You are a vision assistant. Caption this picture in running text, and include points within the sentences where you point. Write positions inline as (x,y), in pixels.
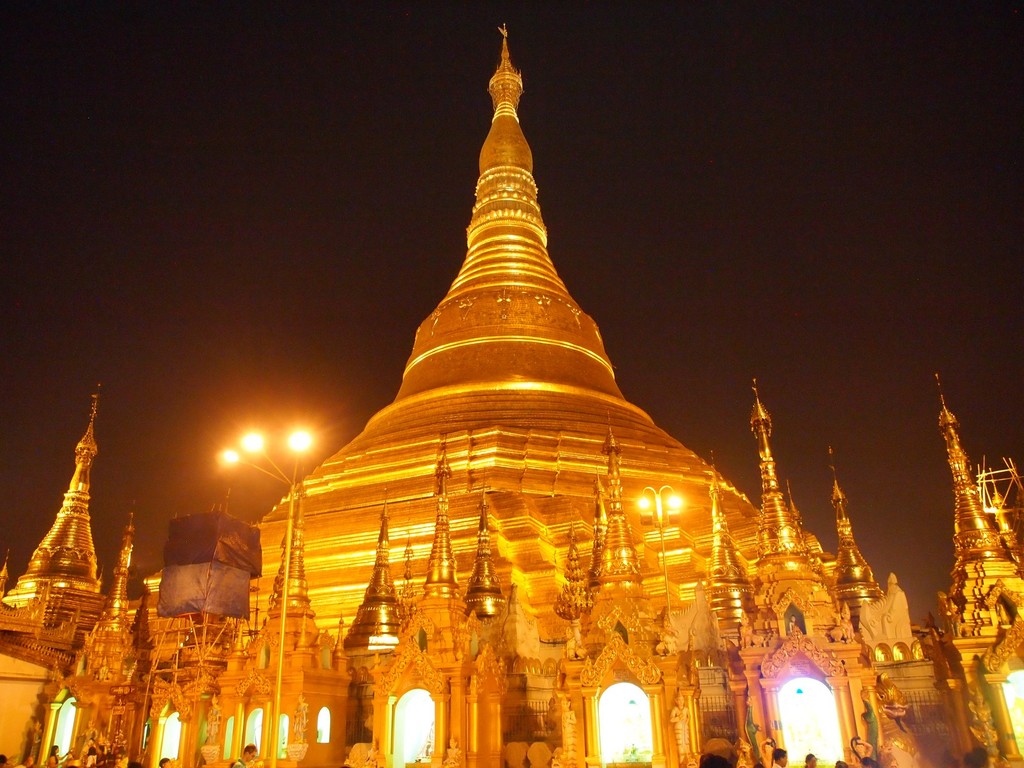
In this image there is a monument (556,667), in front of the monument (347,690) there are a few people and lamp posts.
